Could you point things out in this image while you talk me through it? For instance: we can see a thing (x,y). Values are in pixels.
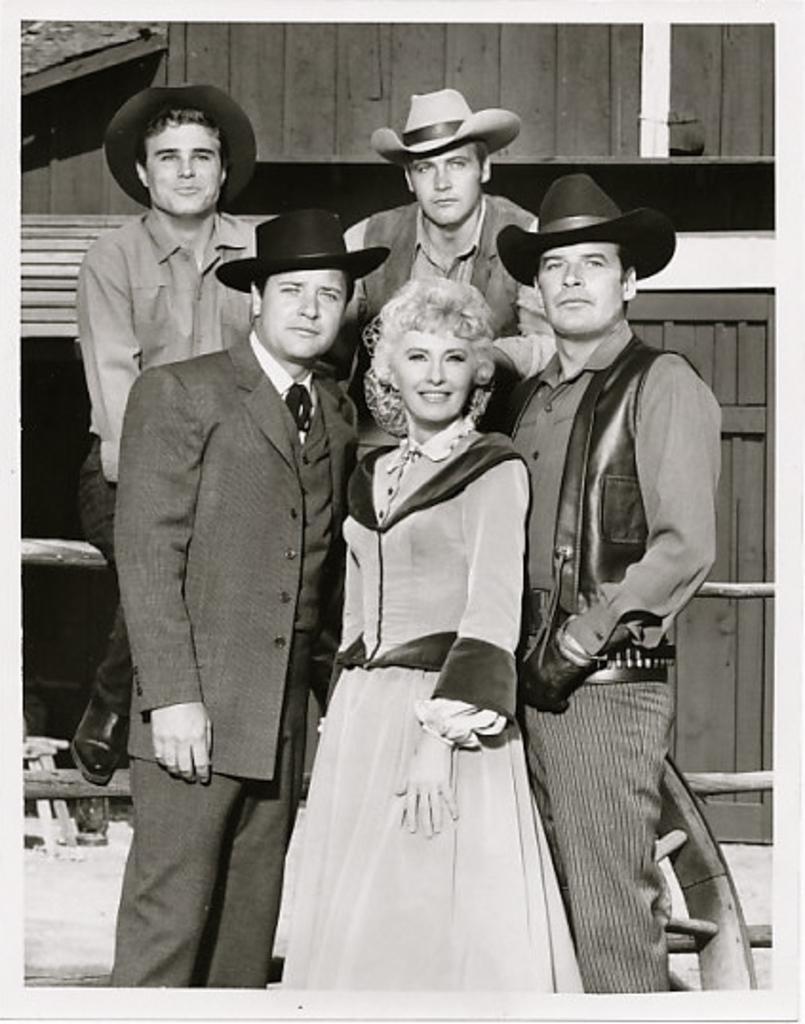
I see this is a black and white image and I see 4 men (297,394) and a woman (311,955) and I see that these 4 men (294,569) are wearing hats (235,265) and I see that this woman (455,395) and this man (238,289) are smiling. In the background (363,96) I see the wooden things (28,88).
